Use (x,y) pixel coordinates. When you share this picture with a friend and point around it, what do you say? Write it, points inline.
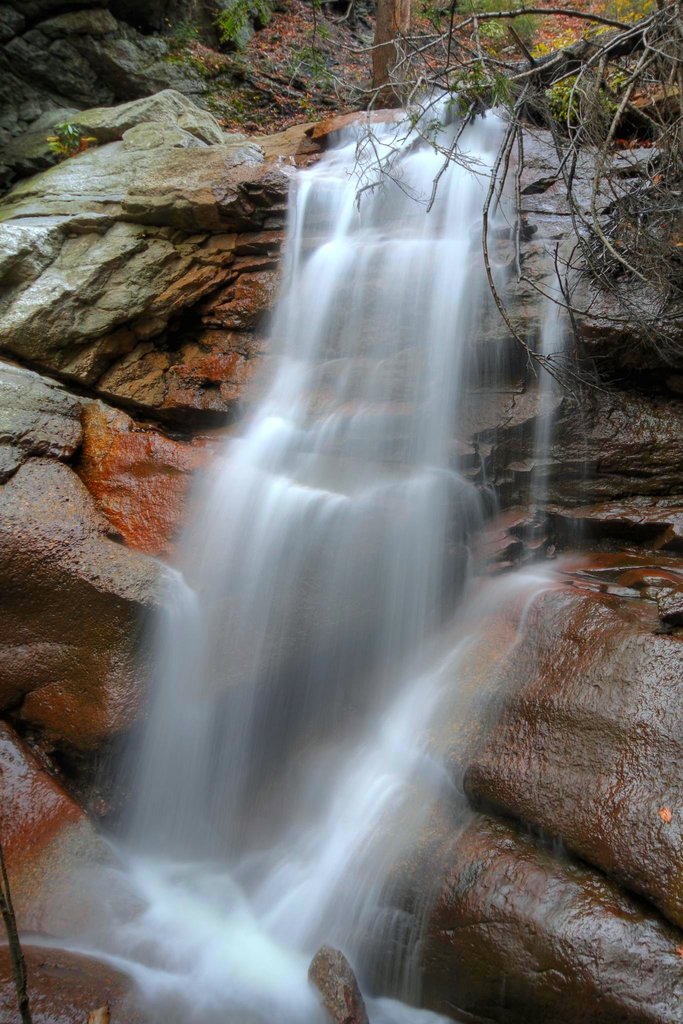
In this image there is a waterfall (296,511). In the background (520,46) there are hills (552,28) and trees (517,72).
